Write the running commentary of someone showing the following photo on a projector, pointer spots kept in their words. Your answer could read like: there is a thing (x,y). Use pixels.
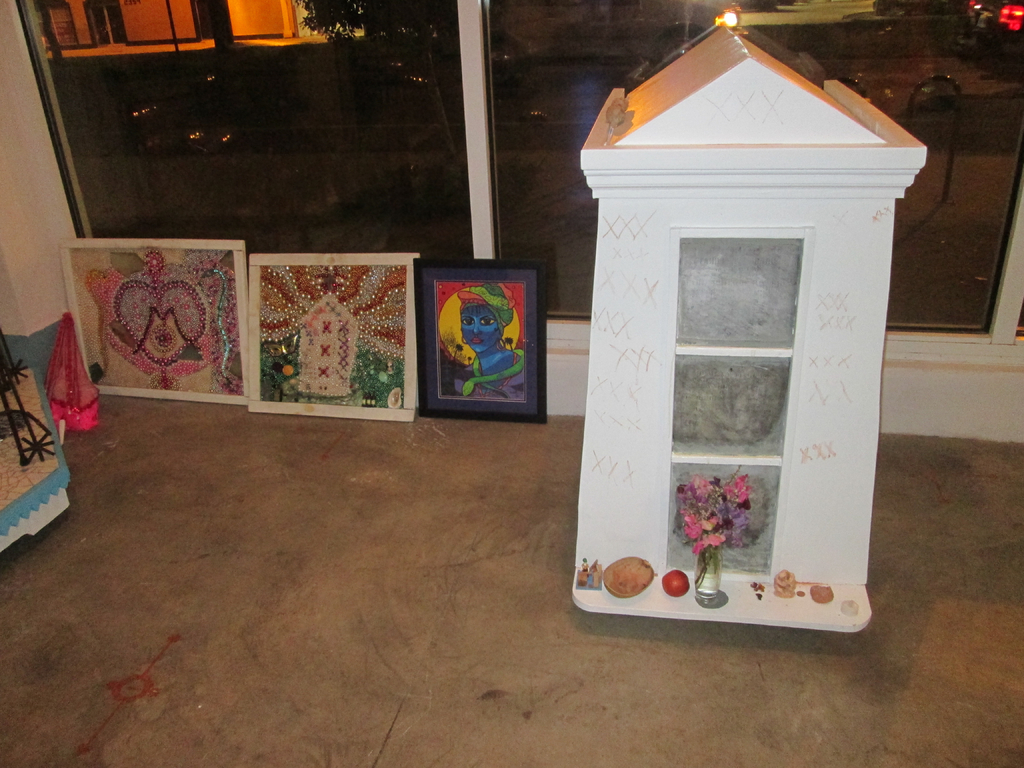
In the background (833,41) we can see the glass wall (228,28). Through glass (214,30) we can see a vehicle (1014,27), tree (332,29), wall (157,40) and it's blurry. In this picture we can see the frames (298,351) placed on the floor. We can see a small handmade house (642,368). We can see some objects (844,612) and a flower vase (734,523) near to the house (755,487). On the left side of the picture (60,447) we can see the objects (58,471) on the floor (79,450).
